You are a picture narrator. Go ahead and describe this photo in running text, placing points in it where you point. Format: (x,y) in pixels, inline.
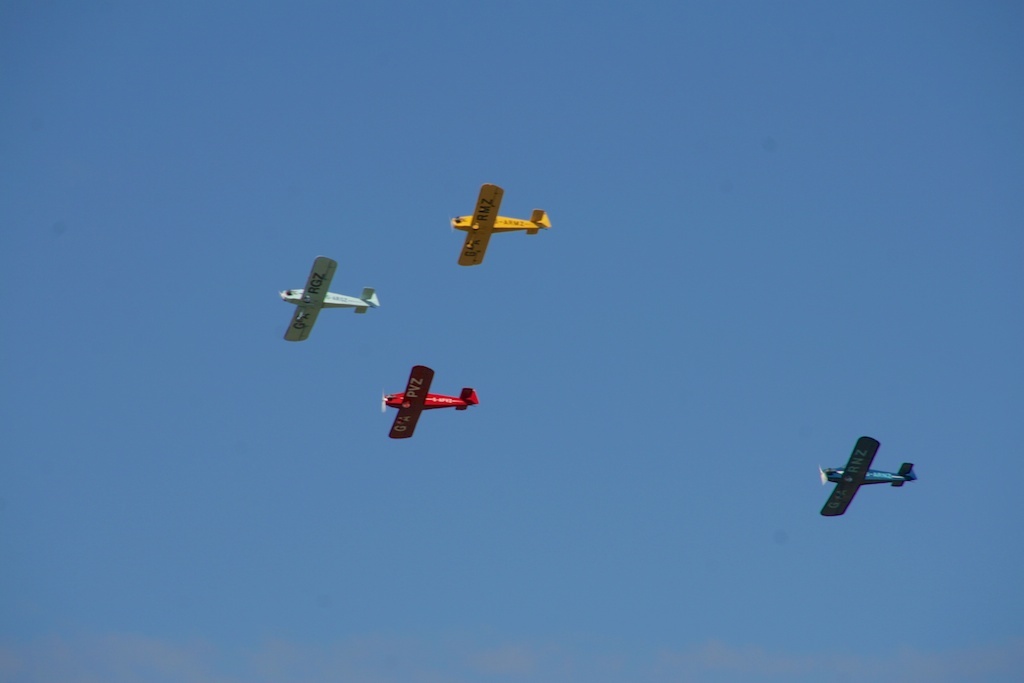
In this image, there are some aeroplanes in the air (300,446) and there is a blue color sky (682,137).
